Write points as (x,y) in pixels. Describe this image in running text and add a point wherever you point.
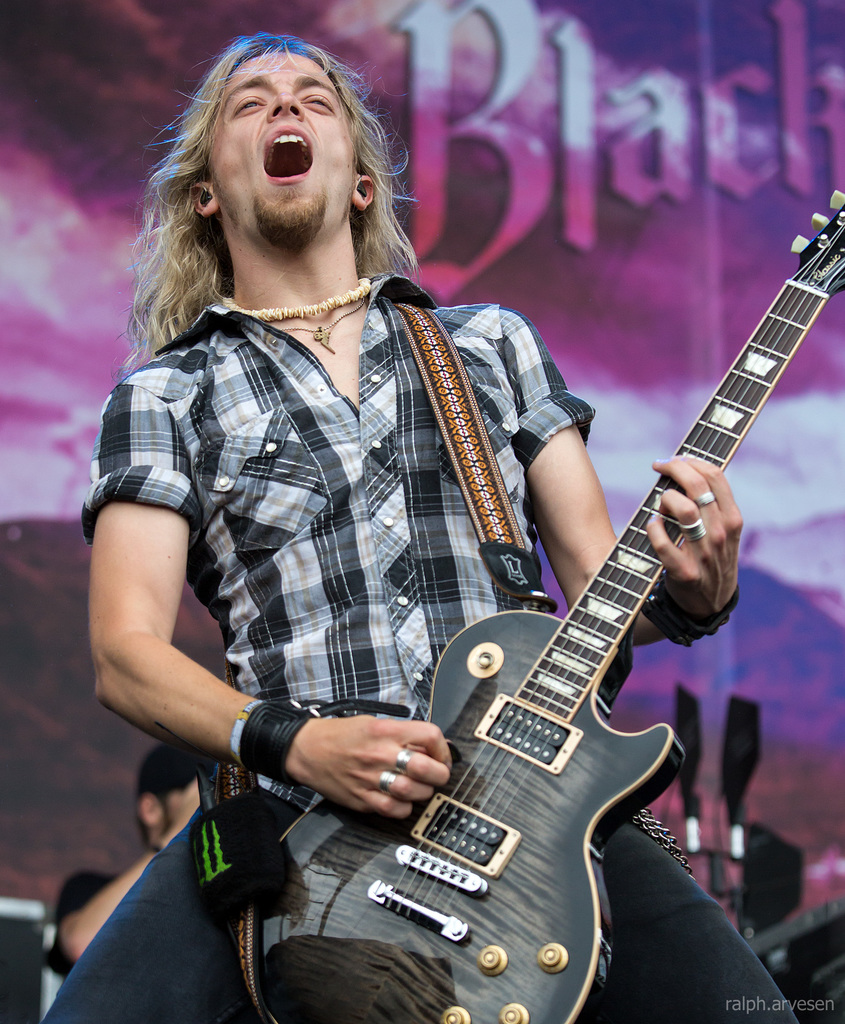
This image is having a person (83,965) standing and singing, playing a guitar (364,1000). Backside of him there is a person (62,961). There is a poster (484,99) at the background (733,140) text (797,37) as black.
